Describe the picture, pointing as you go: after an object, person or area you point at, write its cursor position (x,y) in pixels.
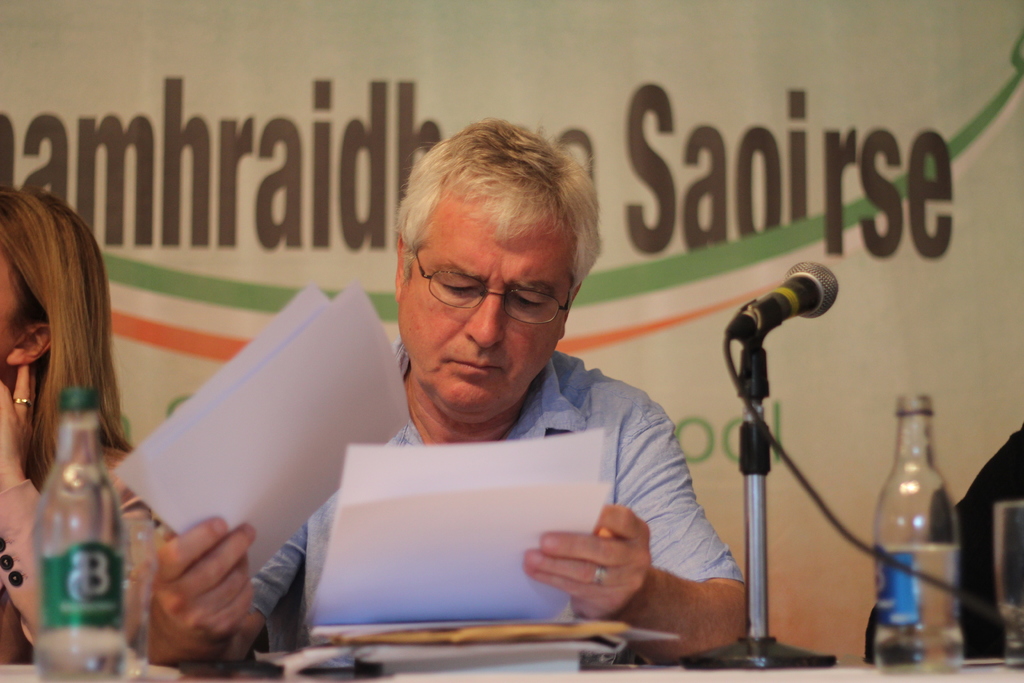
In this picture a person (452,232) is sitting on the chair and holding some papers (449,516) and watching to the papers (423,541). In front of him there is a mic (744,326) and a cable (761,417) attached to the mic (753,644) there are some bottles (911,623) placed in front of him on the table (677,682) beside him a lady (120,463) with the pink colored shirt (21,531) having a ring (24,405) to her finger (25,402). In the background (164,187) i could see some text (424,123) written on the banner (648,117) and the person (488,236) sitting in front (447,294) in the picture is having a glasses (461,295).
